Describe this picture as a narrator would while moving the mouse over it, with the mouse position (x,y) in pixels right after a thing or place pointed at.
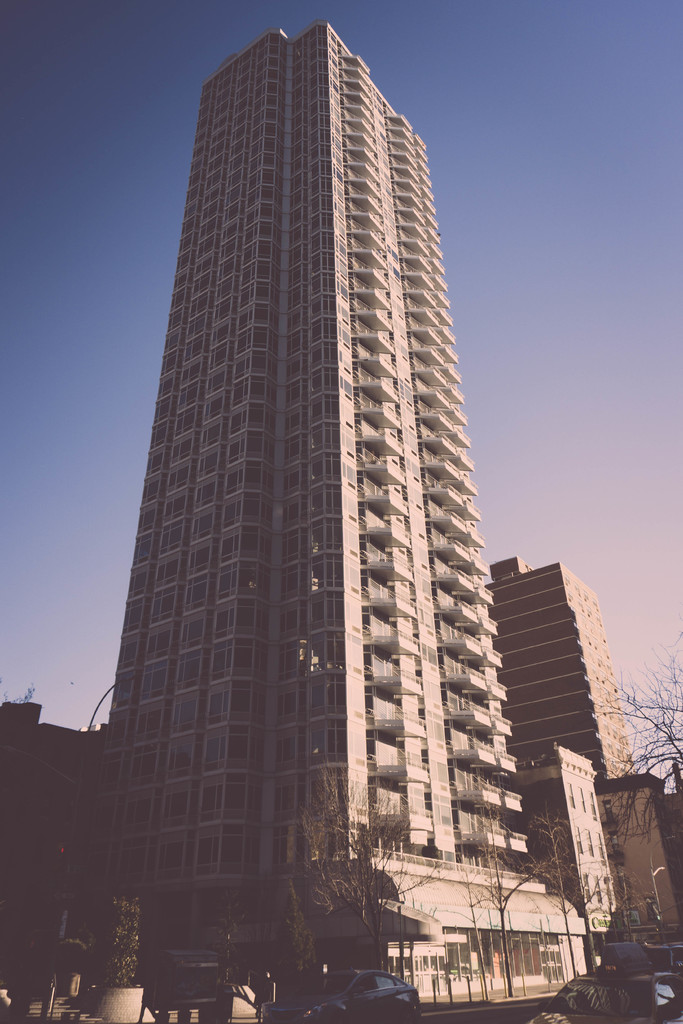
In this image we can see group of vehicles (597,998) parked on the ground (525,1023), we can also see a group of trees (308,944) and some plants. In the center of the image (253,635) we can see a group of buildings (547,763) with windows (241,115). At the top of the image (43,325) we can see the sky (671,777).
